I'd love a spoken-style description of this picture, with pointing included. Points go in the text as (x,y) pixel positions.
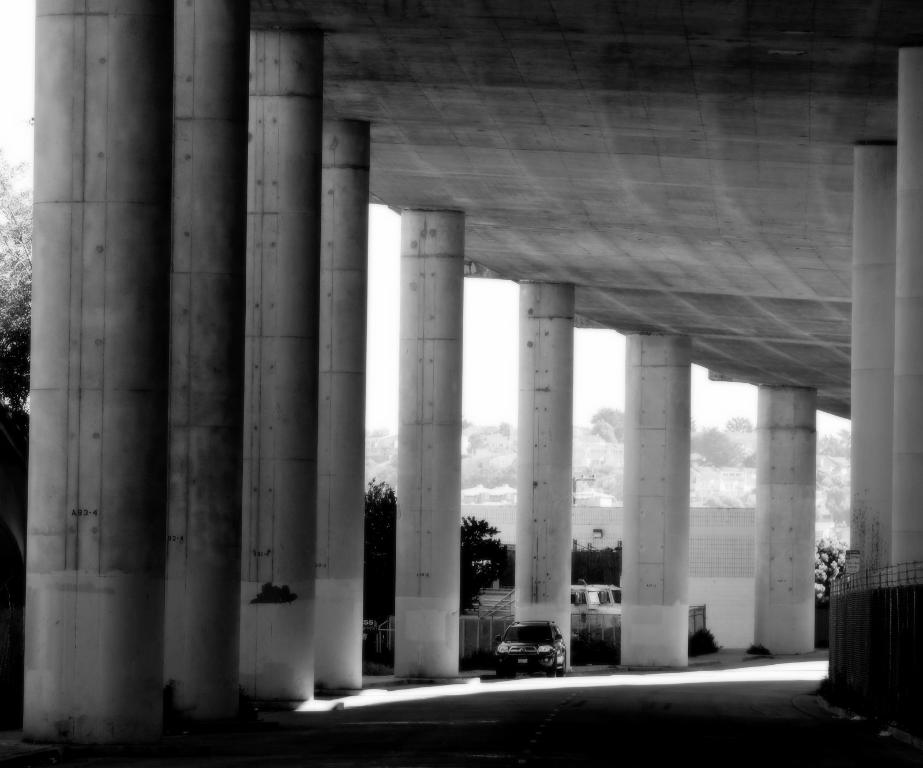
In this picture we can see a vehicle (549,671) on the road (480,721), roof (609,215), pillars (165,571), fences (915,700), trees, some objects (575,593) and in the background (395,380) we can see the sky (389,367).
